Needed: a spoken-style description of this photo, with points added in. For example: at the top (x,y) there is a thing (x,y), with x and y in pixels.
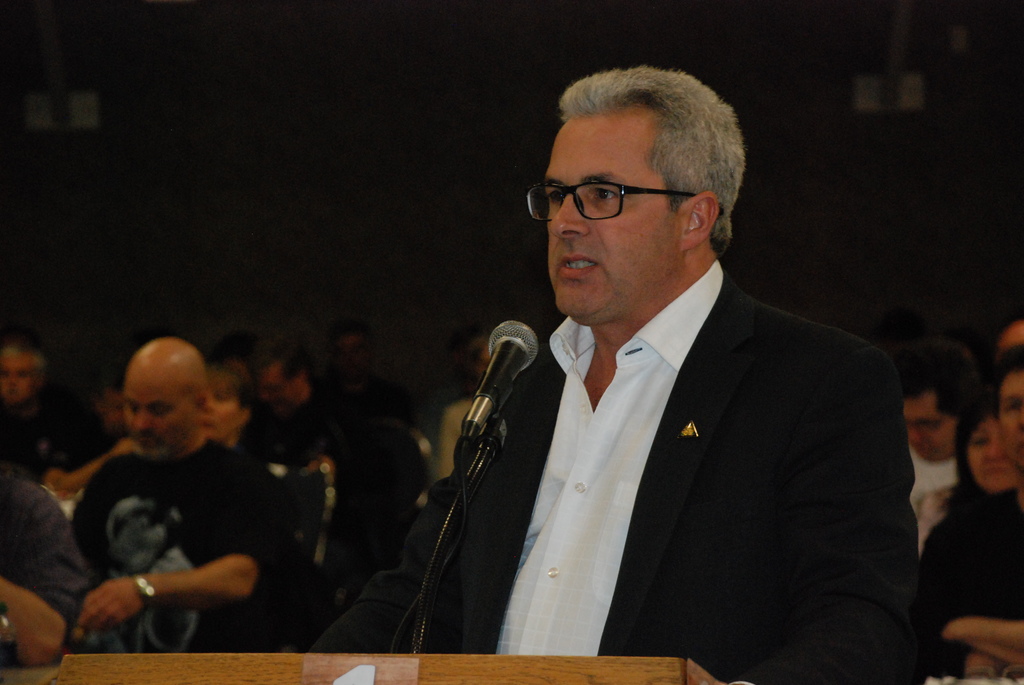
In the center of the image (682,311) there is a person (487,505) standing near a podium (90,660). In the background of the image (375,454) there are people (240,493) sitting in chairs (432,463).
